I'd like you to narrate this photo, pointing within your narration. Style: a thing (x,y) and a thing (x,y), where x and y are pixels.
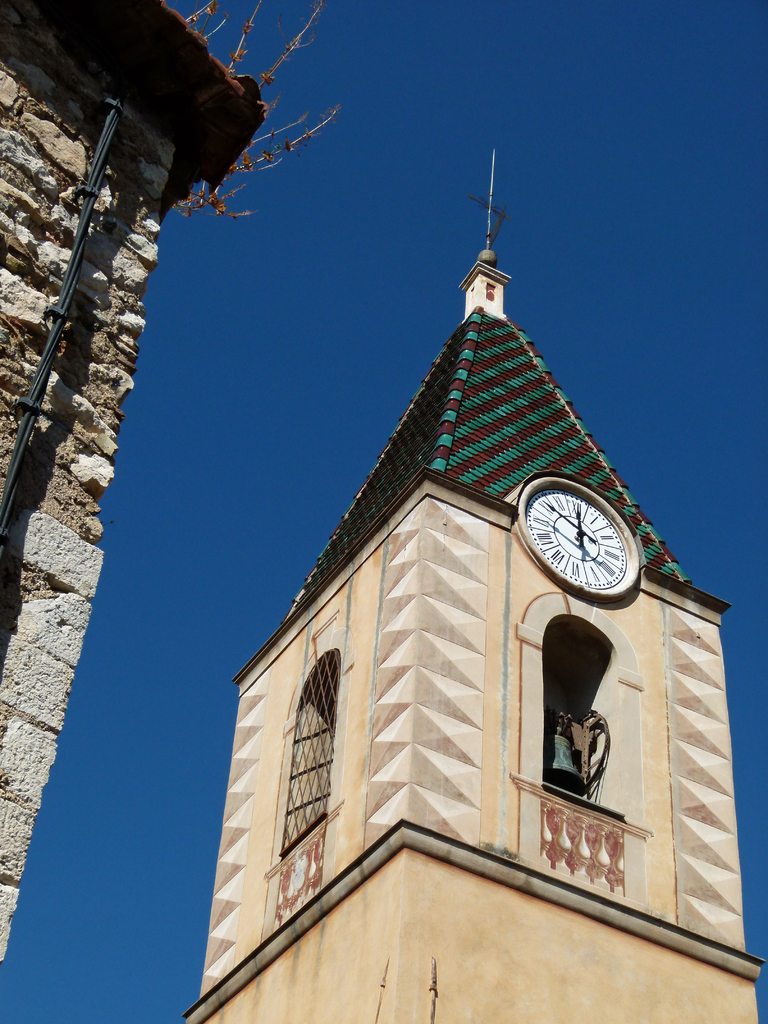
It is the construction (525,796), there is a clock (602,527) in it. At the top (360,212) it is the sky (352,240).
